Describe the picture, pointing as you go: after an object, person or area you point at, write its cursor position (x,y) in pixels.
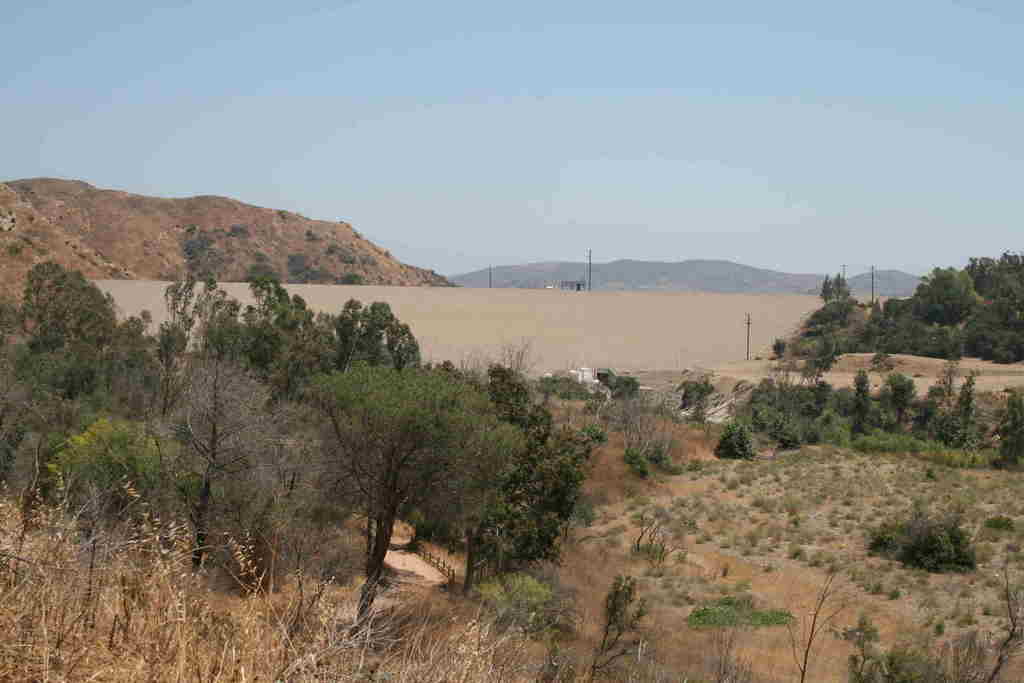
In this image at the bottom (351,486) there are some trees (481,492), sand (691,507) and some plants (921,433), and in the background (531,340) there is sand (765,323) and some poles (750,331), trees (832,331) and mountains (199,272) and objects (598,374). At the top (529,125) there is sky (568,134).
